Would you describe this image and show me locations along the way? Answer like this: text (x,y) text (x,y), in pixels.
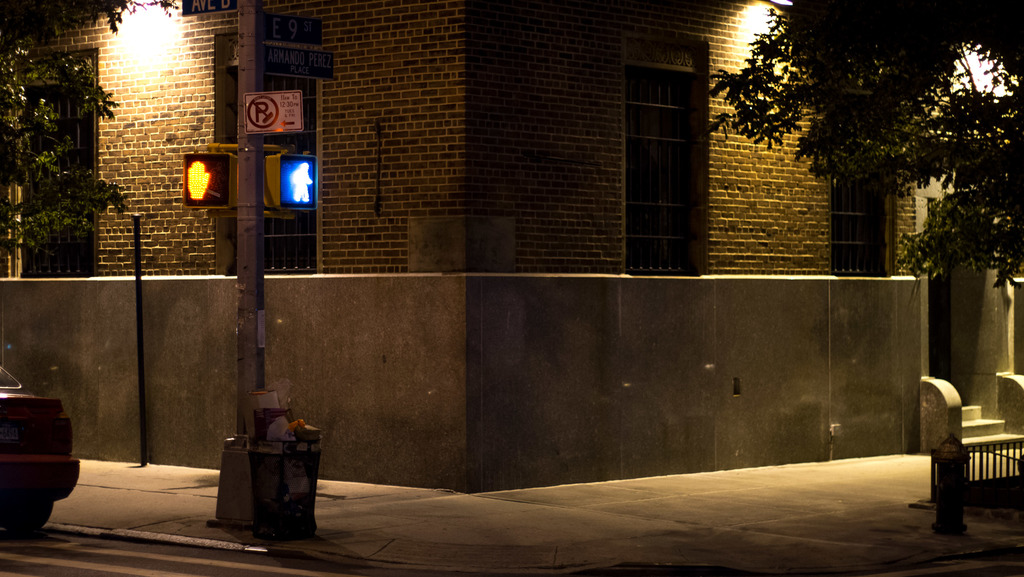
In this picture we can see traffic signals (209,156), boards (261,97), poles (256,319), fence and trees (928,252). We can see wall (436,77), building (433,122), lights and windows (660,216). In the bottom left side of the image (24,529) we can see truncated vehicle (44,518).
